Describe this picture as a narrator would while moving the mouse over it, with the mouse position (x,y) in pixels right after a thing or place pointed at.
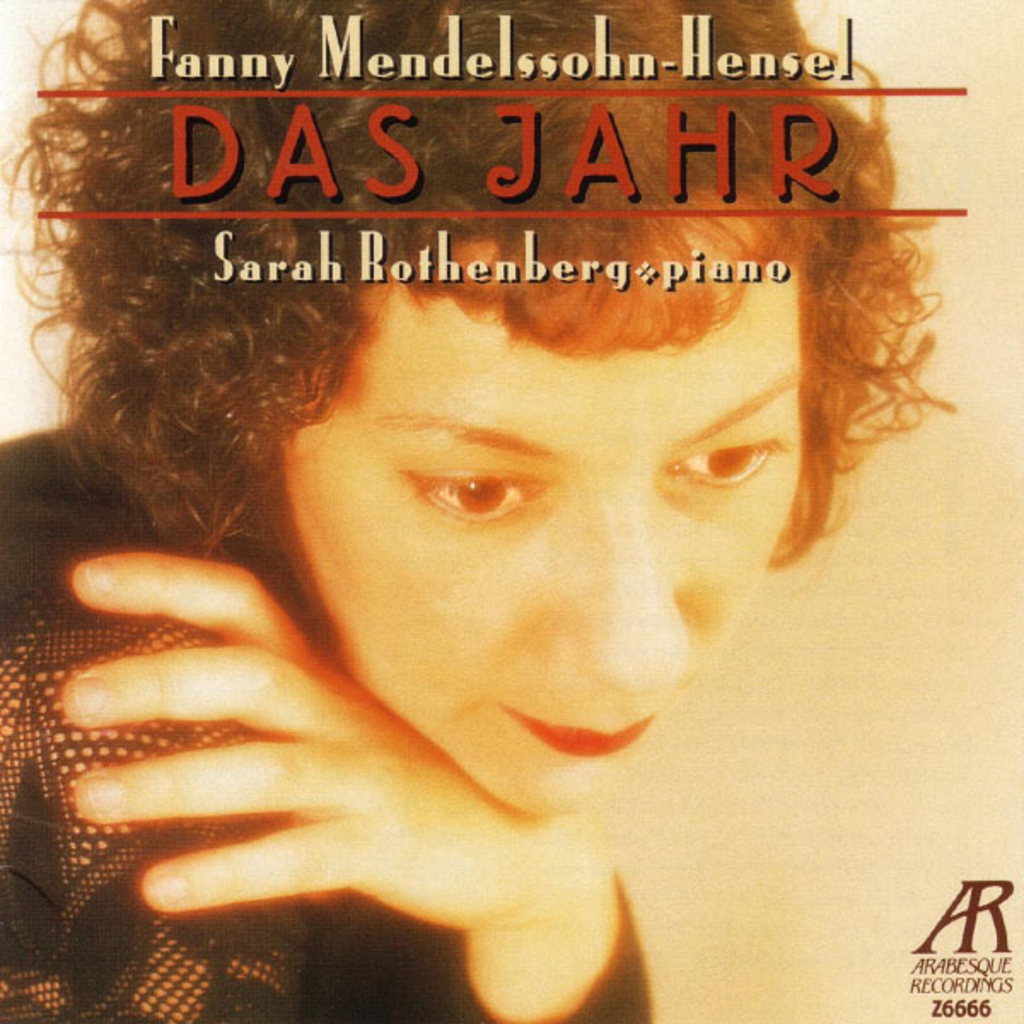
This image contains a poster (617,311) of a person (482,651) and some text (952,1006). There is a person (618,578) wearing a black shirt (206,960). Top of image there is some text (795,128). Right bottom there is some text (962,990).
